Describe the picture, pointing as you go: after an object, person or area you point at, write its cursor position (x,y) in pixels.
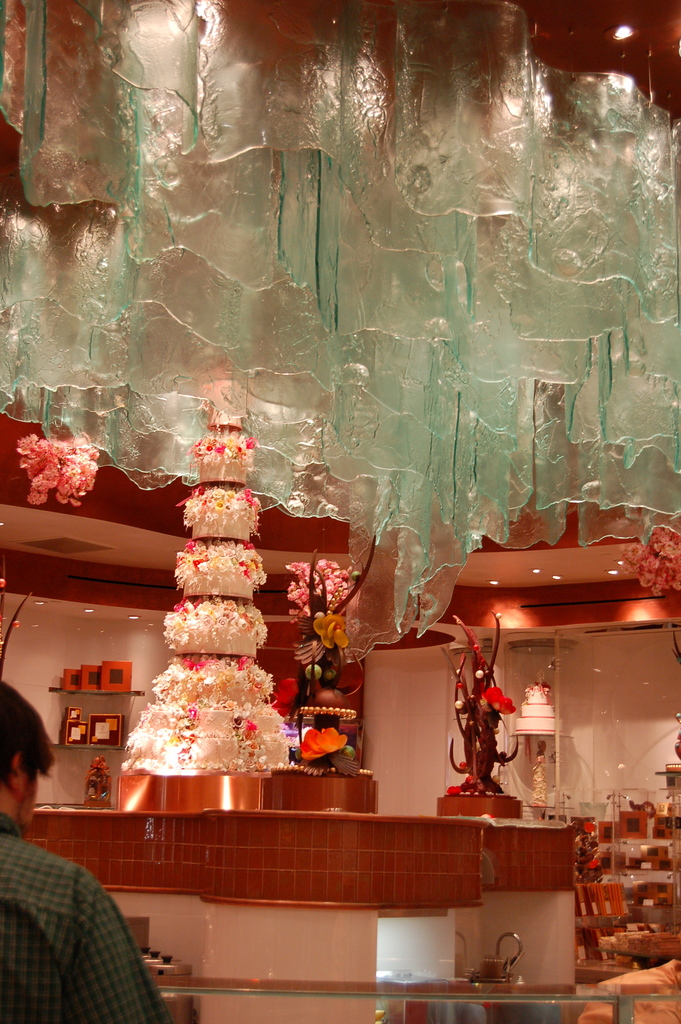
In the image there is a man (52,884). In front of the man (49,972) there is a table (349,821) with cakes (174,751) of different designs. In the background (115,658) there is a wall (46,680). On the wall (68,696) there are stands (105,693) with frames (93,724) and also there are glass cupboards (554,670) with cakes (530,724). On the right side of the image (658,811) there are many items (636,820). At the top of the image (152,251) there are decorative things (317,351).
